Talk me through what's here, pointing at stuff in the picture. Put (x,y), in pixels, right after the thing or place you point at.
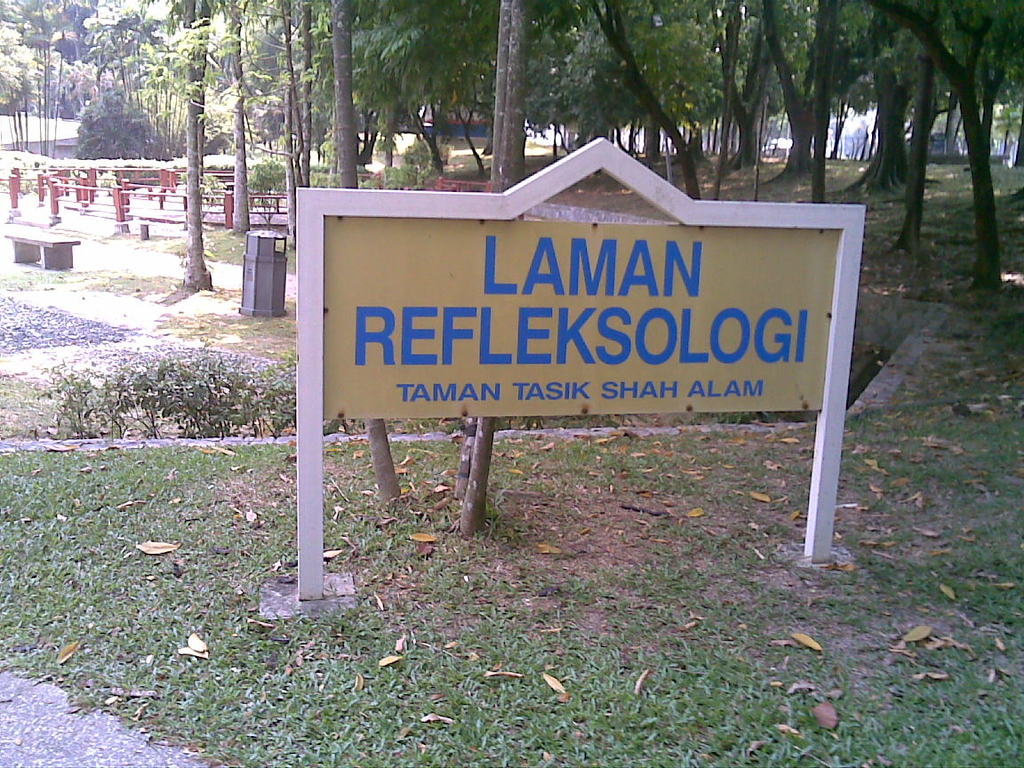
This is a name board (395,326) attached to the poles (826,380). This looks like a bench (59,259). I think this is a dustbin (270,255). These are the trees (761,71). Here is the grass (248,674). I can see the dried leaves (167,549) lying on the ground (867,678). These are the bushes (178,409).
